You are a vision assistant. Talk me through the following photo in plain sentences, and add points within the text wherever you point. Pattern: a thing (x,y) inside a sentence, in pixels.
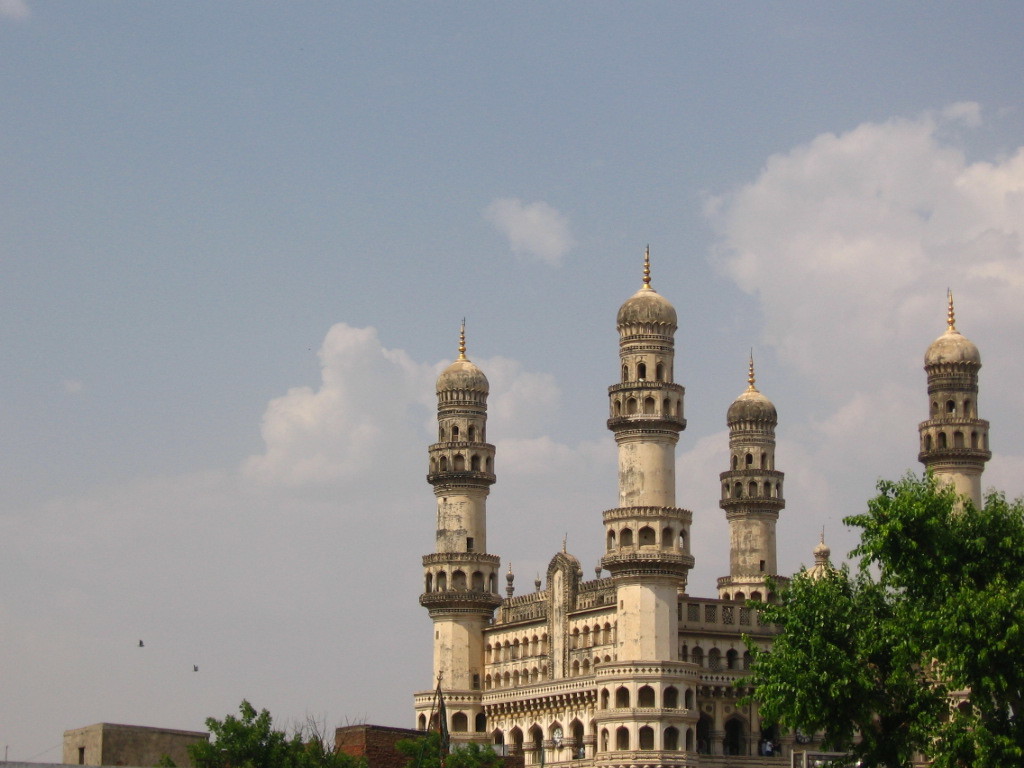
In this image I can see a monument (649,508) on the right side of the image (736,466) and in the right bottom corner (789,711) I can see a tree (989,631) and at the top of the image (362,251) I can see the sky (362,252).
